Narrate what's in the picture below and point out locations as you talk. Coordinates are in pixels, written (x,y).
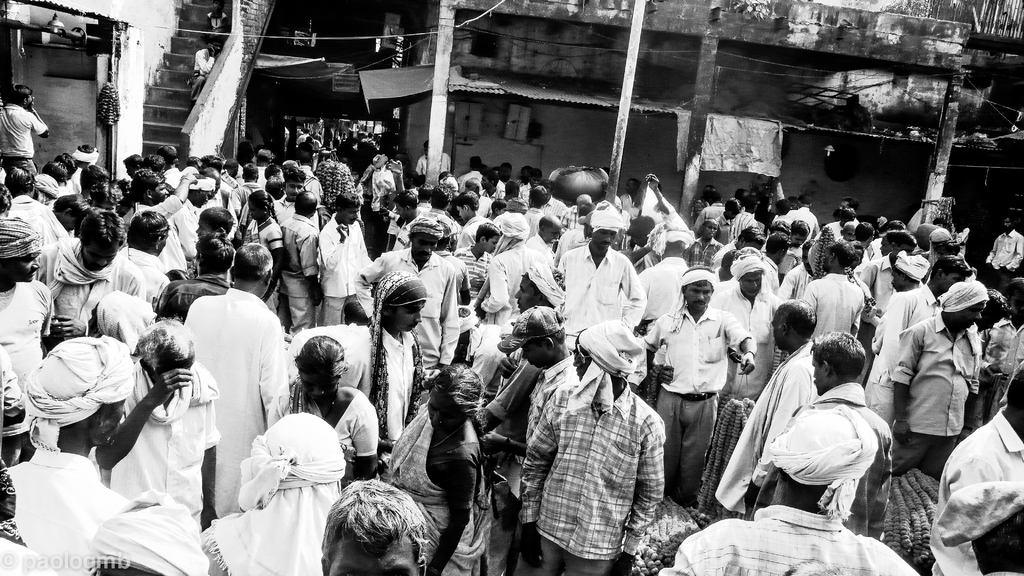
In this picture there are persons (488,338) standing. In the background (835,156) there are buildings (440,90) and there are steps (187,56).
